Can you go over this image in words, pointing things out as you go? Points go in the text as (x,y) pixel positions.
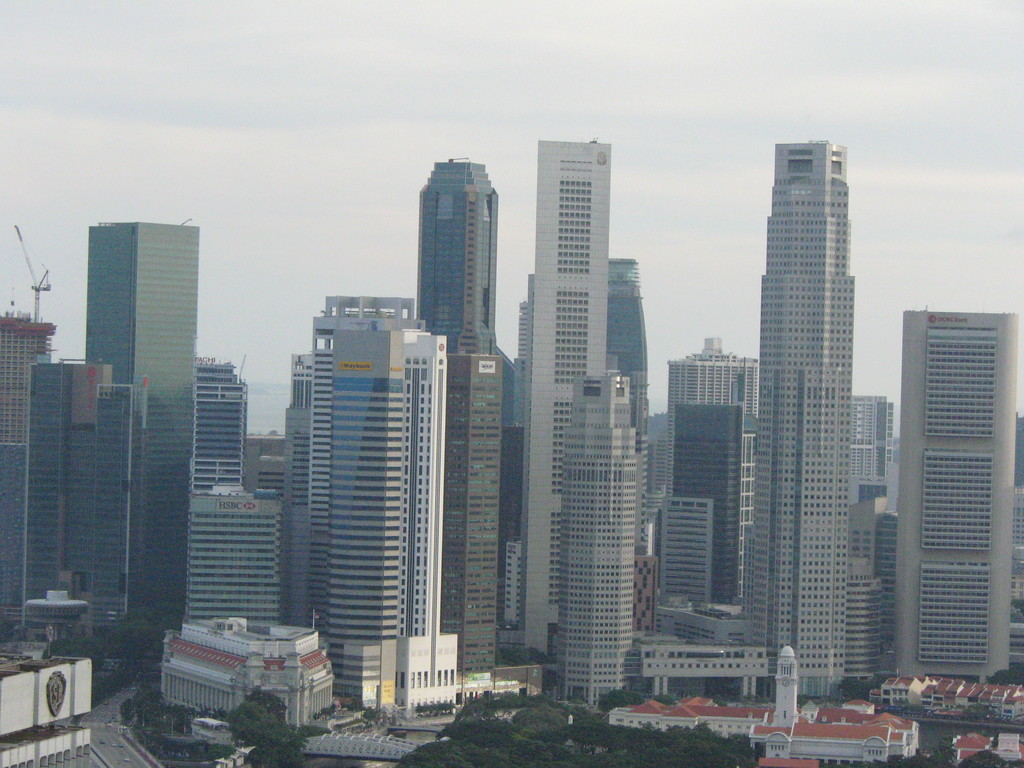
There are buildings (63,386) and trees (596,757) on the ground (154,680). In the background (166,26), there are clouds (305,135) in the sky (208,23).
